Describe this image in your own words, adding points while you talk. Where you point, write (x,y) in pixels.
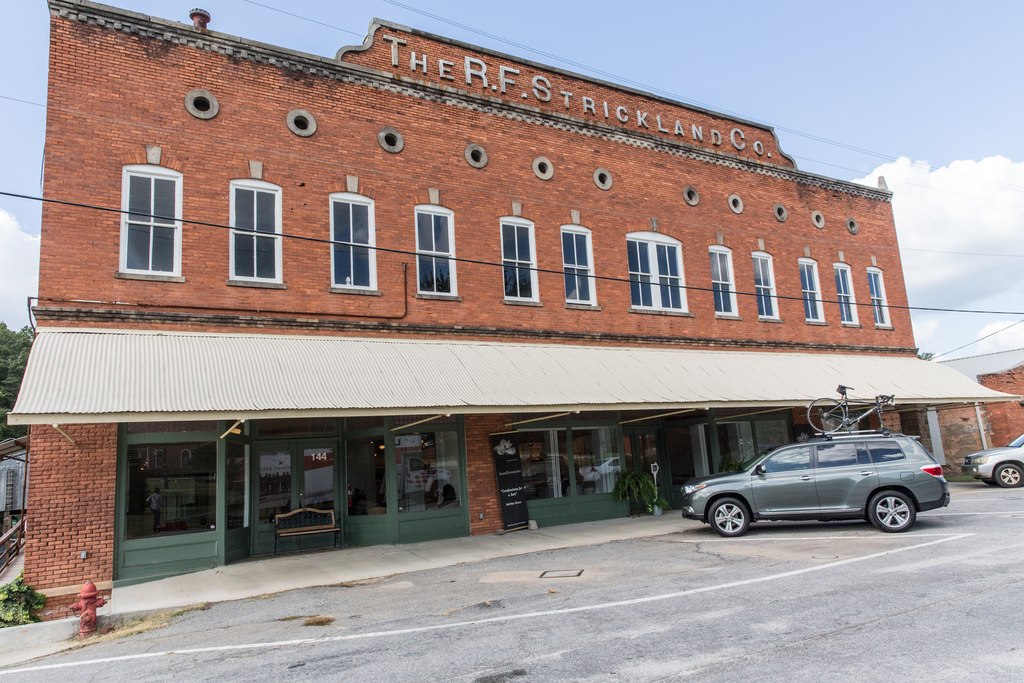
In this picture we can see vehicles (824,517) on the road (681,577), hydrant (75,605), bench (328,511), fence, plants (32,599), building (600,310) with windows (364,264), doors (332,486), sunshade (590,377), some objects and in the background (17,334) we can see trees (4,374) and the sky (875,99).
